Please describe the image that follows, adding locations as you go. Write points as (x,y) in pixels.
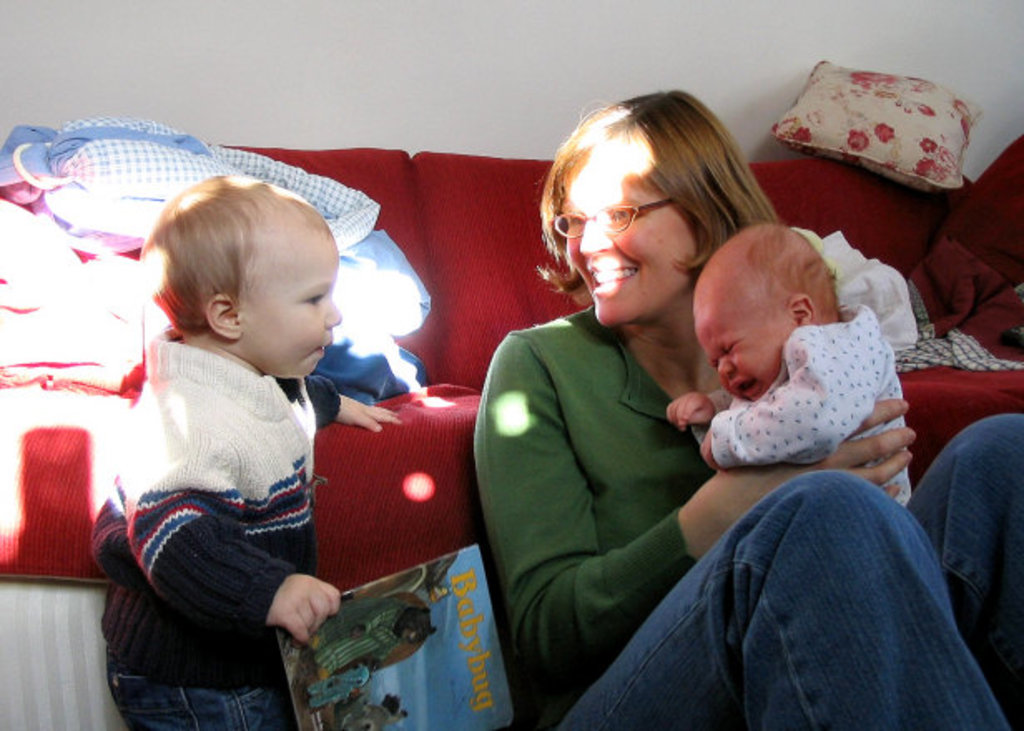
In this image we can see one woman (554,408) is sitting and smiling. She is wearing green top (588,429) with jeans (877,684) and holding baby (799,394) in her hand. Beside her one boy (219,389) is standing. He is wearing sweater (168,623) with jeans (236,699) and holding book (368,647) in his hand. Behind them red color sofa (439,414) is there. On sofa (459,241) pillows (896,140) and sheets (401,292) are present. Top of the image (466,41) white color wall (404,46) is there.
